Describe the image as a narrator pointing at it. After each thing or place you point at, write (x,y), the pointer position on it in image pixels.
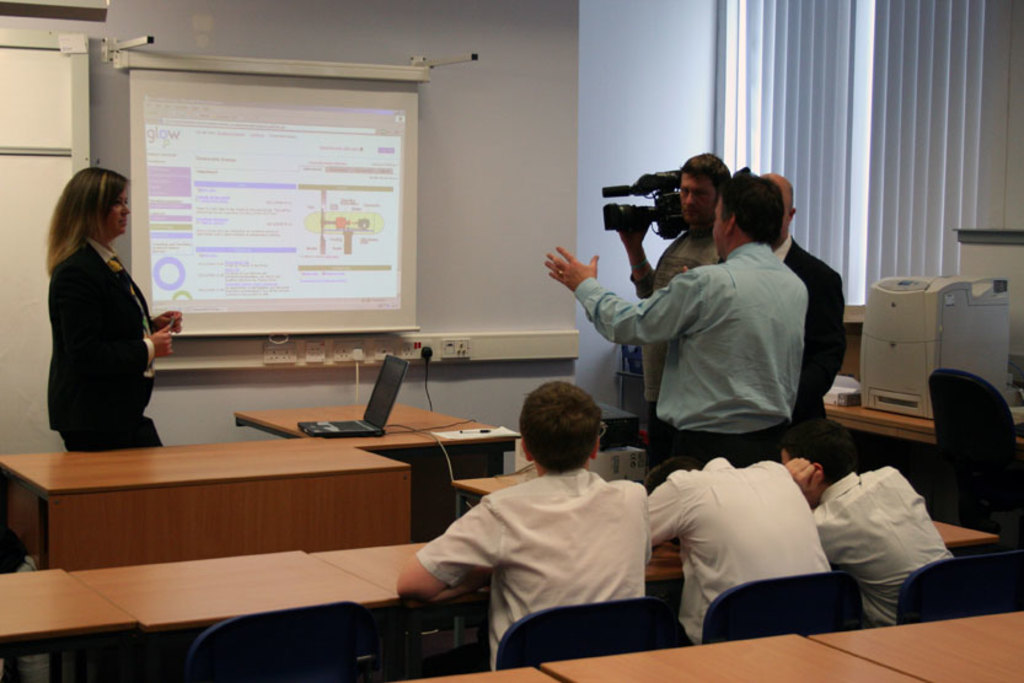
At the bottom (607,588) there are three persons (556,594) sitting on the chairs (592,611) at the table (731,675). In the background (76,254) on the left side (190,410) there is a woman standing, screen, wall (355,389), three persons (656,284) are standing on the right side (704,236) and a person (685,236) is holding camera (671,226) in his hands (636,247), electronic device (927,339) and other objects (849,402) on a platform (874,417), curtain (857,167) and other objects (11,102).
